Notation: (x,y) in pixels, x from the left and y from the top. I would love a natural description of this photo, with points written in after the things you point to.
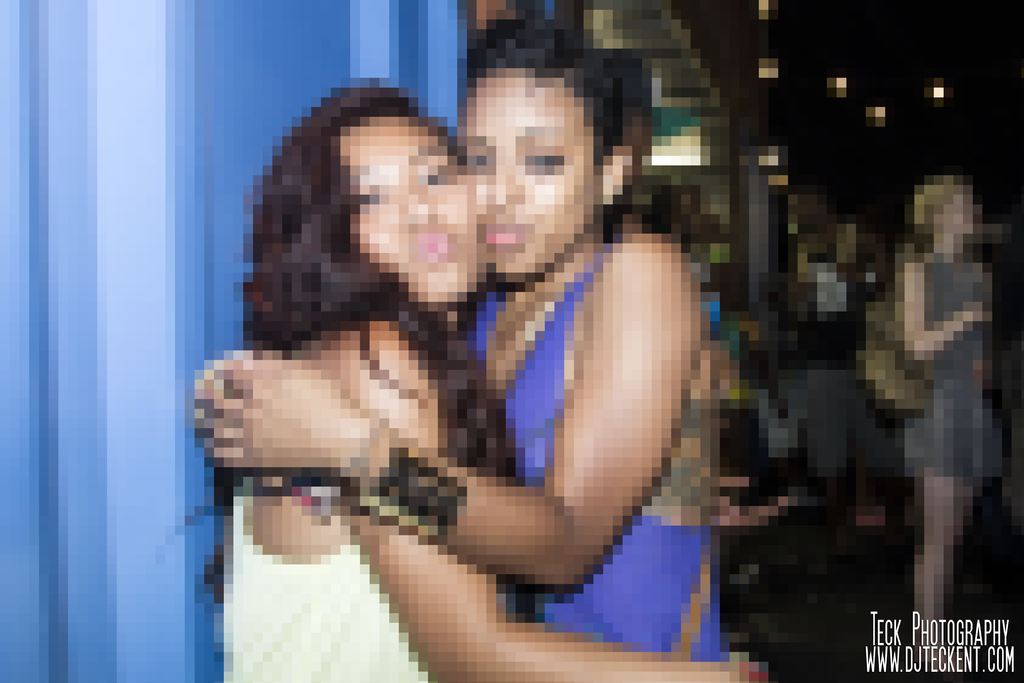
This image is blurry. In this image there are two girls (404,493) standing and hugging each other.
